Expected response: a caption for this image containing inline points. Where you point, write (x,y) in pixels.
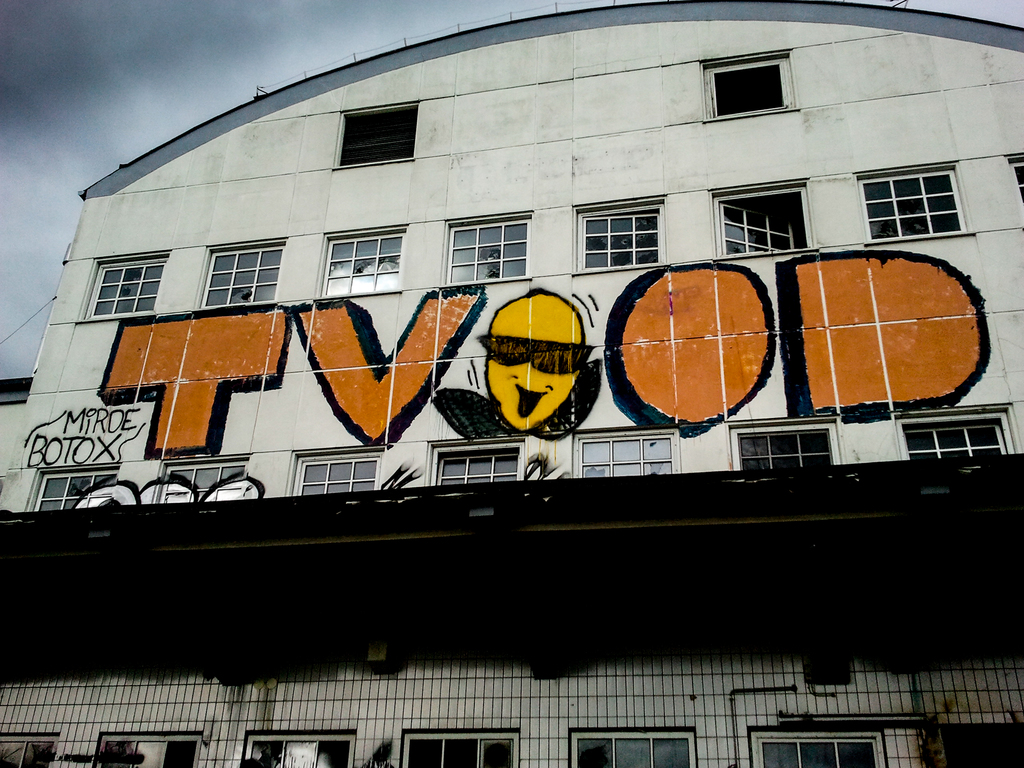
In the foreground of the picture (357,261) we can see a building (667,272), to the building (453,359) we can see windows (492,260) and painting (343,356). At the top (218,107) there is sky (182,64).
